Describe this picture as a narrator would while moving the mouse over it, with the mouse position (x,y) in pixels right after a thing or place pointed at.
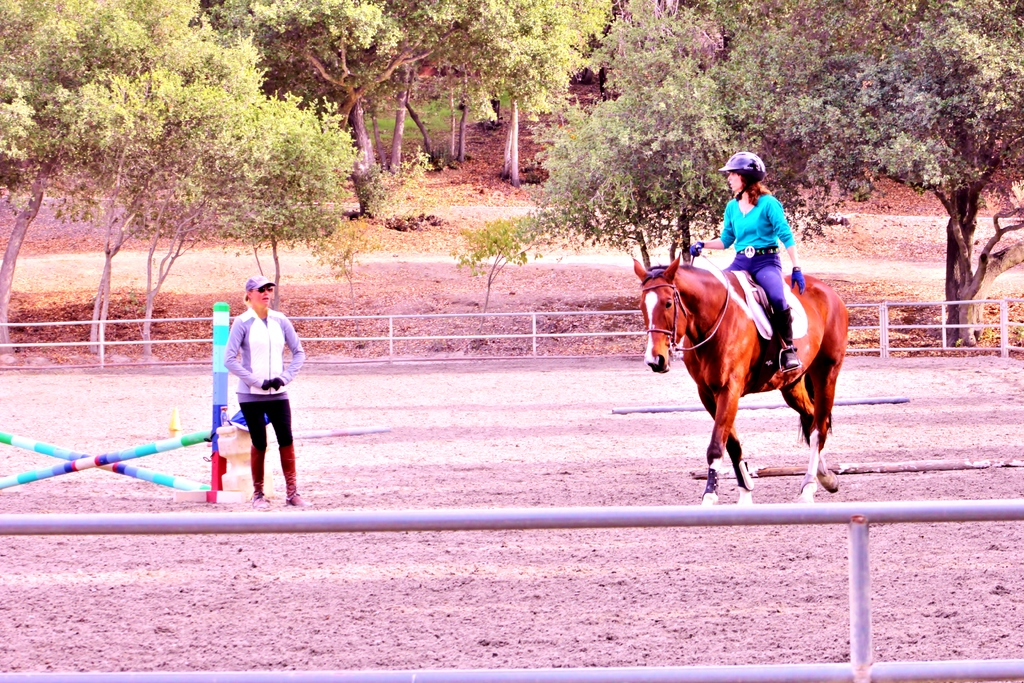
Here is the woman (745,246) sitting on the horse (730,328). I can see a person (270,350) standing. I think this is the fence (864,560). These are the trees (449,46) with branches (166,204) and leaves (720,130). I can see the colorful poles (83,458). This horse (722,394) is walking.
